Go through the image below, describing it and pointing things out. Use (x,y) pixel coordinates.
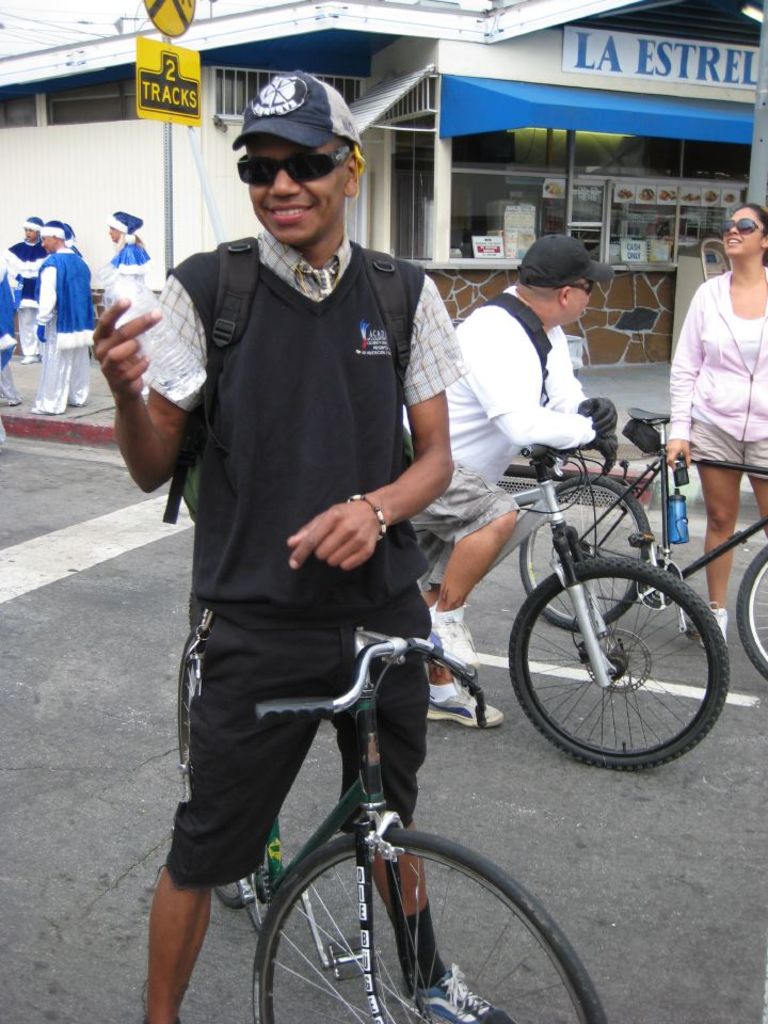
The person (266,566) wearing black dress (297,507) is standing on a bicycle (366,919) and holding a water bottle (155,340) in his hand (158,316) and there are few people (449,390) behind him.
